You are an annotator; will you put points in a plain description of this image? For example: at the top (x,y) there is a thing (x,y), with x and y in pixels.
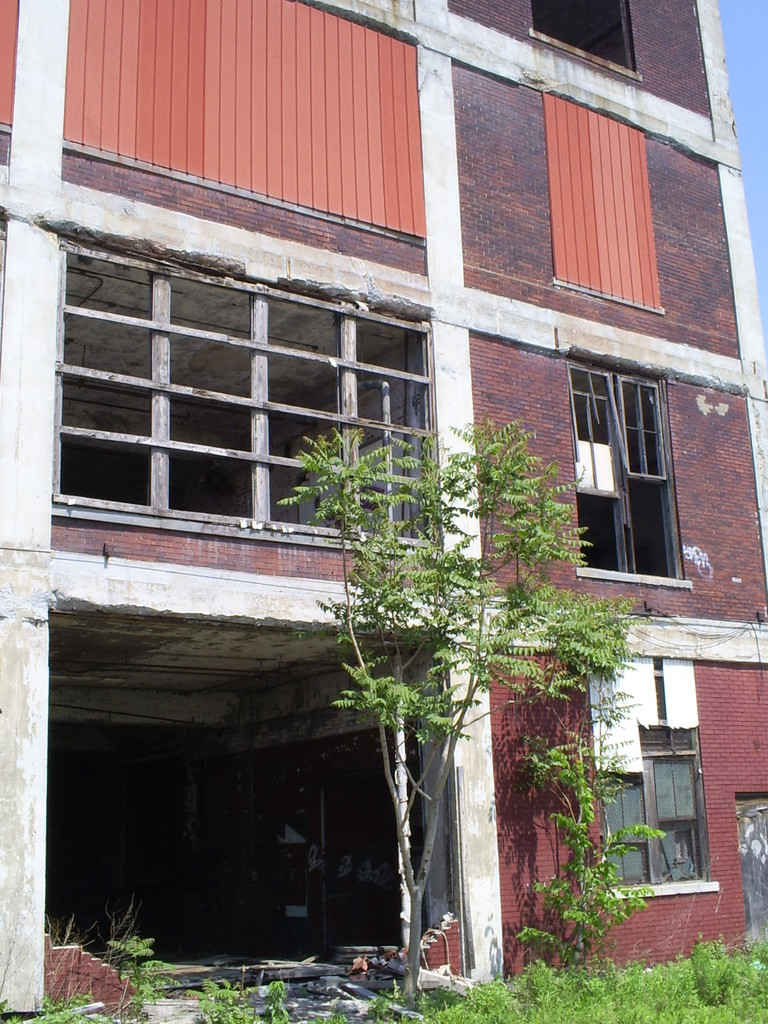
This picture shows a building (390,613) and we see trees (521,504) and few plants (240,984) and grass (499,1012) on the ground (606,1002).
